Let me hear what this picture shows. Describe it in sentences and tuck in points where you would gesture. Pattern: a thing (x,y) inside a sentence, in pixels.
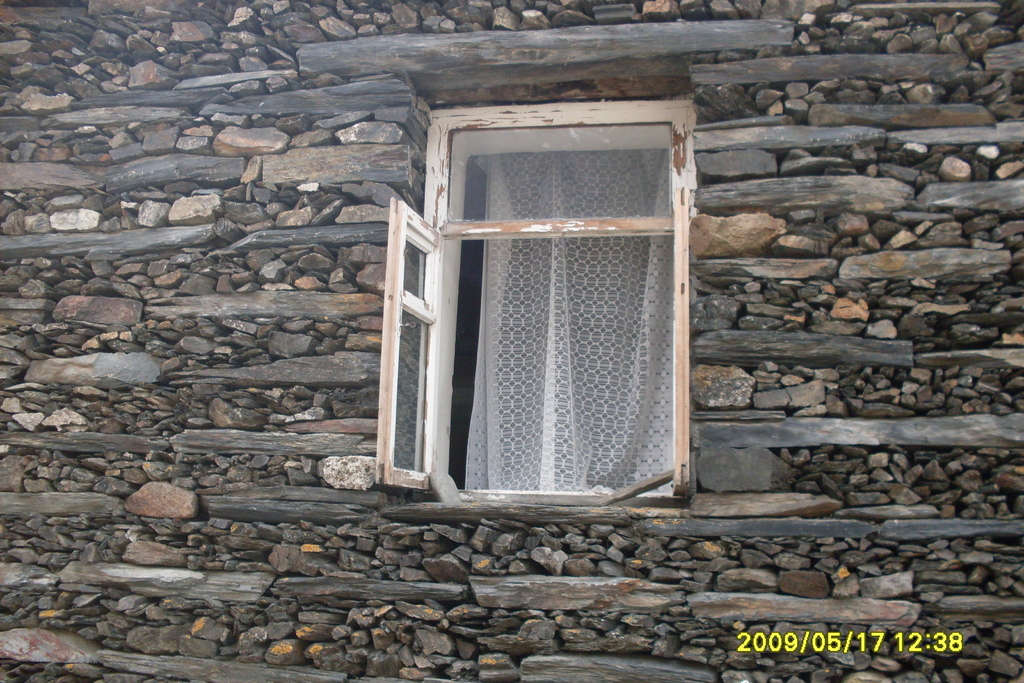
In the image we can see there is a window (474,321) on the wall (251,517) and the wall (246,318) is made up of stones (244,296). There are curtains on the window (419,466).
